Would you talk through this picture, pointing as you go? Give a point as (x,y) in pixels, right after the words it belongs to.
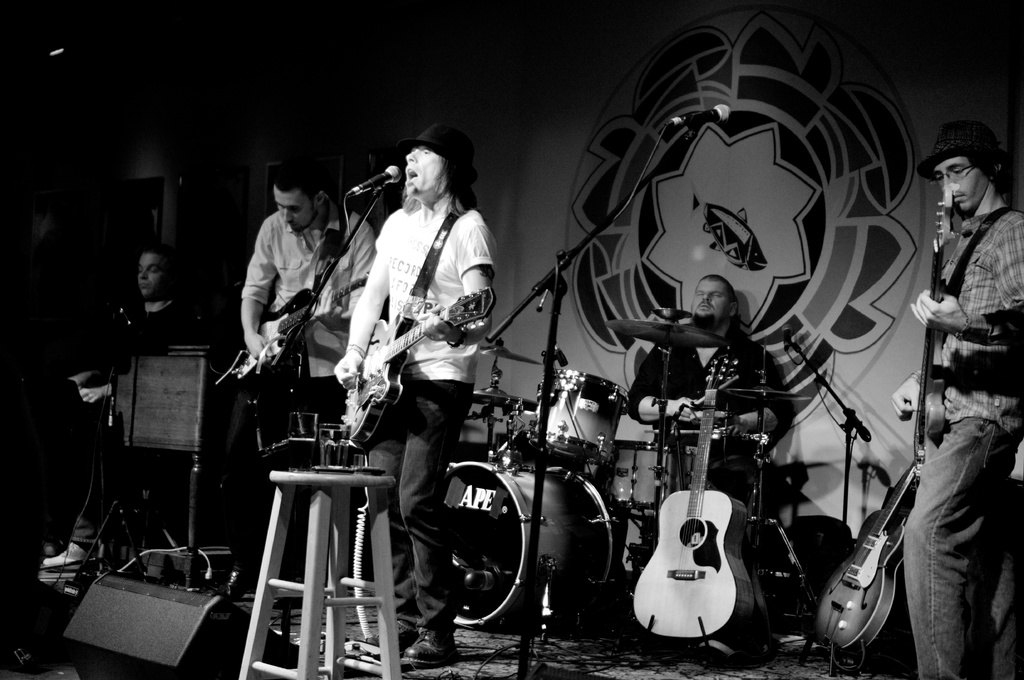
There are many persons (451,276). One person (437,287) holding guitar (361,373) and playing and singing. Another person (282,290) is holding guitar (292,314) and playing. In the right corner (959,280) a person (971,165) wearing cap (979,146) is holding guitar (942,394) and playing. In the background (683,373) there is a person (689,360) playing drums (600,488). There are some guitars (727,560) on the floor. There is a stool (338,496). On the stool (338,480) there is a glass (331,452). There are speakers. In the background (760,196) there is a banner (701,135). There is a mic (711,115), mic stand (557,264).
